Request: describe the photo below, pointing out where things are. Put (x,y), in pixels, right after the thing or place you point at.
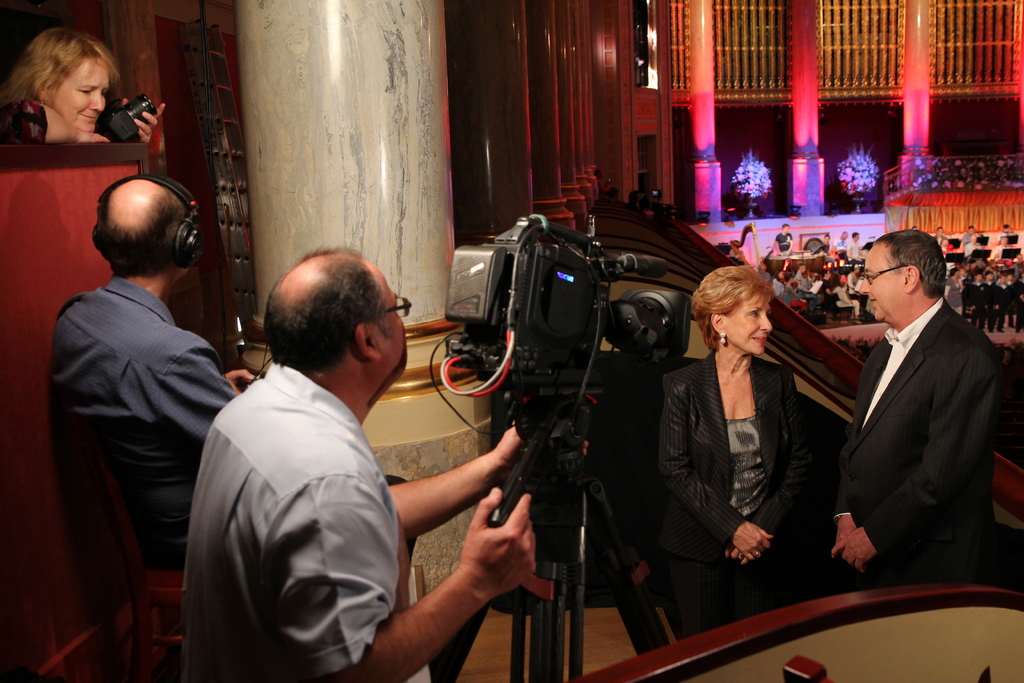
This picture describes about group of people (778,391), in the left side of the image (152,318) we can see a man (199,368), he wore a headset (102,246), beside to him we can see another man (312,439), he is holding a camera (571,307), in the background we can find few lights (919,112).
